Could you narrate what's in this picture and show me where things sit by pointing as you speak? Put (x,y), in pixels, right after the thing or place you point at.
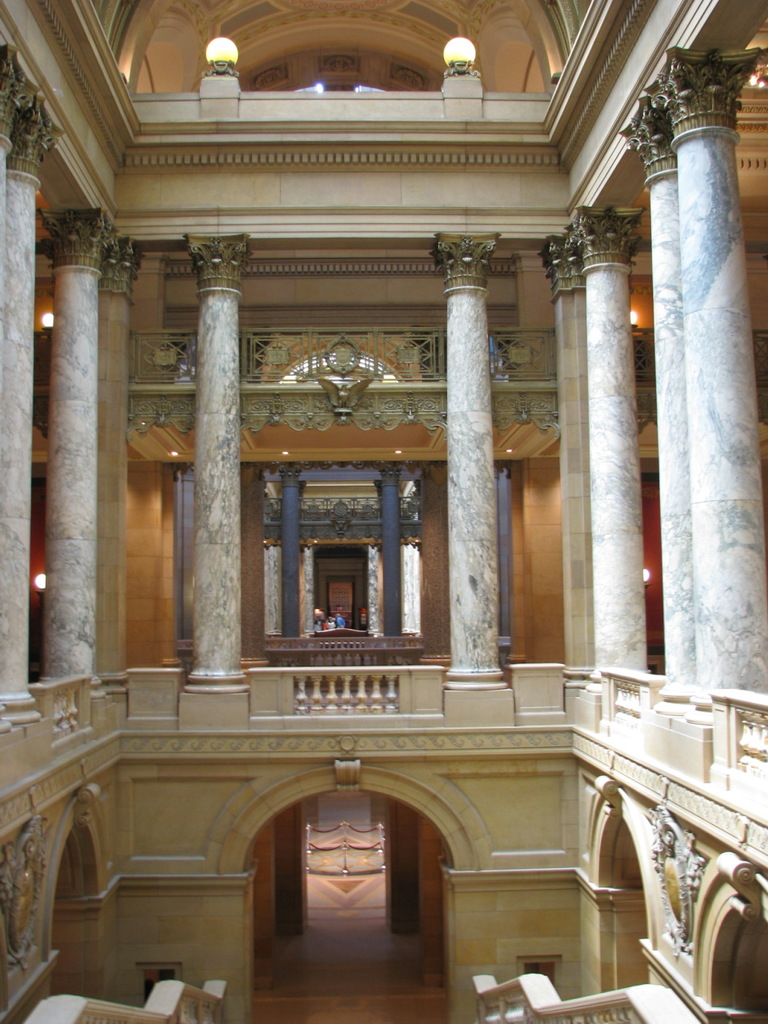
This picture is clicked inside the building (558,573). At the bottom (222,995), we see the stair railing (162,1017). Beside that, we see a wall (158,895). There are pillars (27,371) and lights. In the middle of the picture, we see an arch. In the middle (322,624), we see two people (342,621) are standing. At the top (274,1), we see the lights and the roof (488,17) of the building (579,228).
